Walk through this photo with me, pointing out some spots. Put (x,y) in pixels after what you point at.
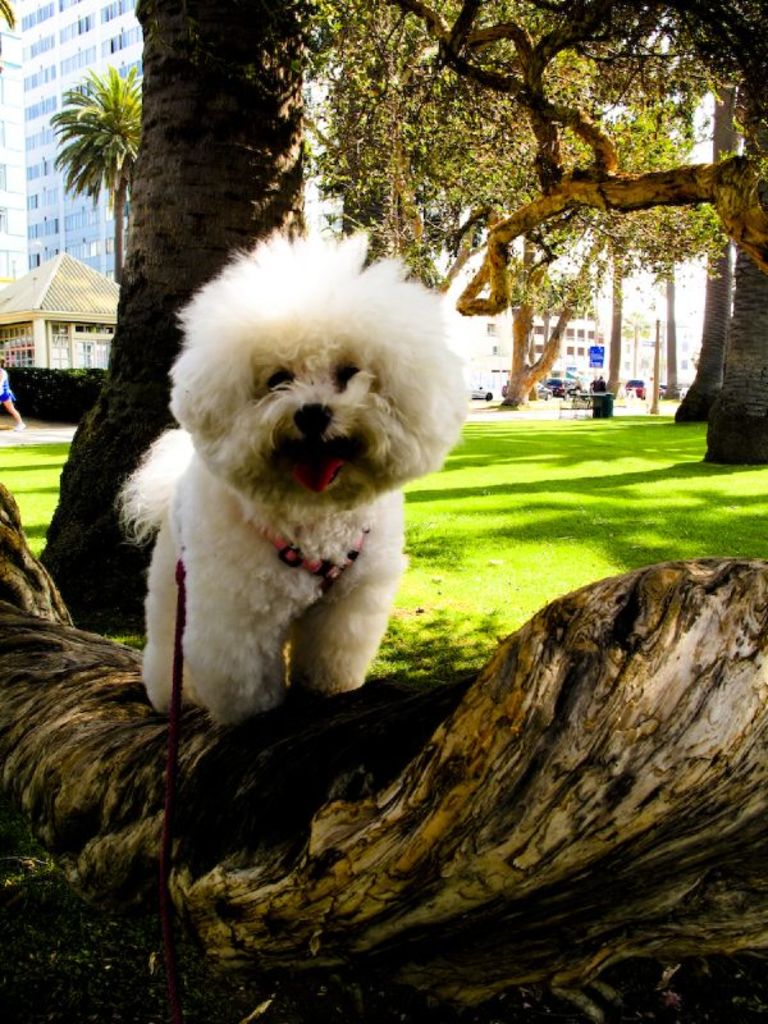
In this image we can see a dog (374,430) with a leash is on the branch (361,761) of a tree (565,722). In the background (64,291), we can see a group of buildings (76,264) and trees (532,131).
